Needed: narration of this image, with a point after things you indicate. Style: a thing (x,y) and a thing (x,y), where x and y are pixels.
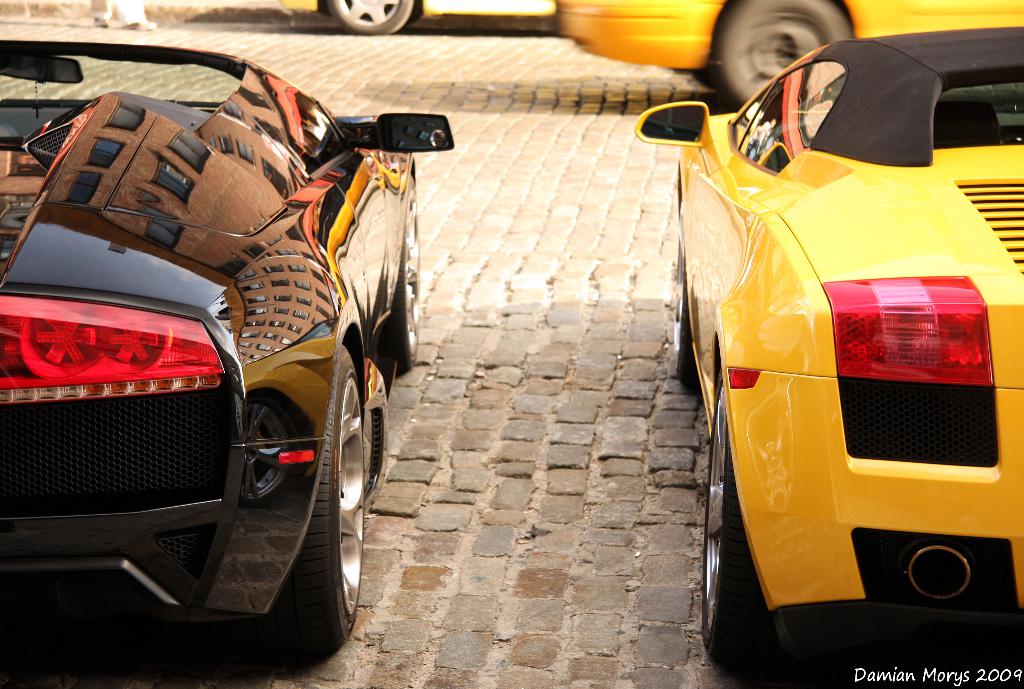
In this image I can see four vehicles (353,376) and in the bottom right corner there is a watermark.
